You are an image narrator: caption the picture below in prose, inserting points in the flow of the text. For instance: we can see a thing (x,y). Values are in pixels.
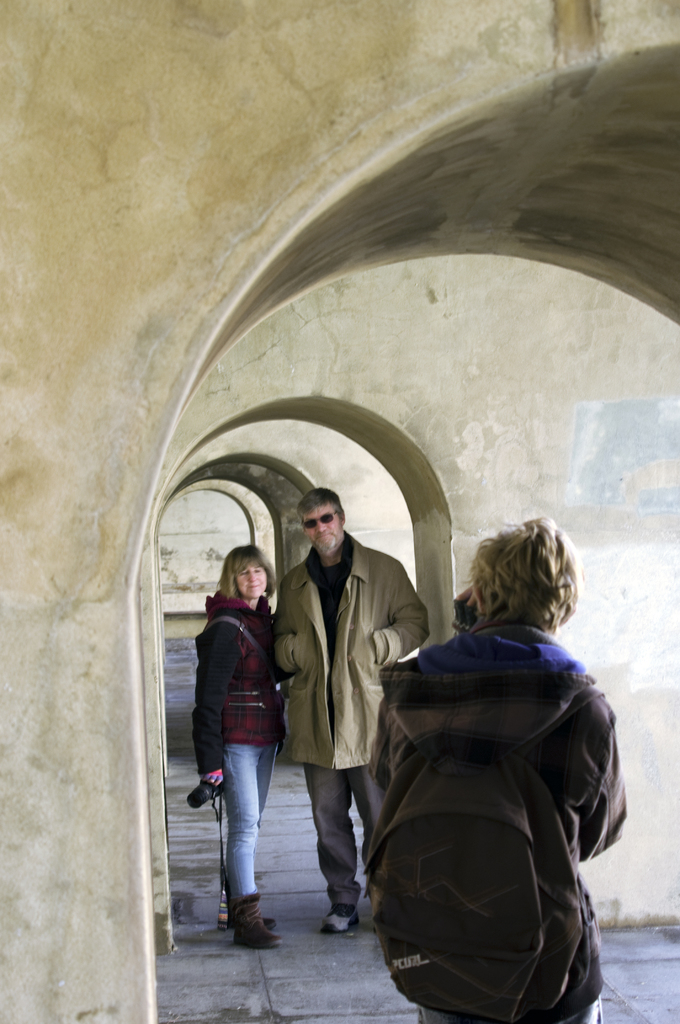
In the foreground (181,460), I can see three persons (591,804) on the floor (334,976) and a building walls (286,446). This image taken, maybe during a day.
